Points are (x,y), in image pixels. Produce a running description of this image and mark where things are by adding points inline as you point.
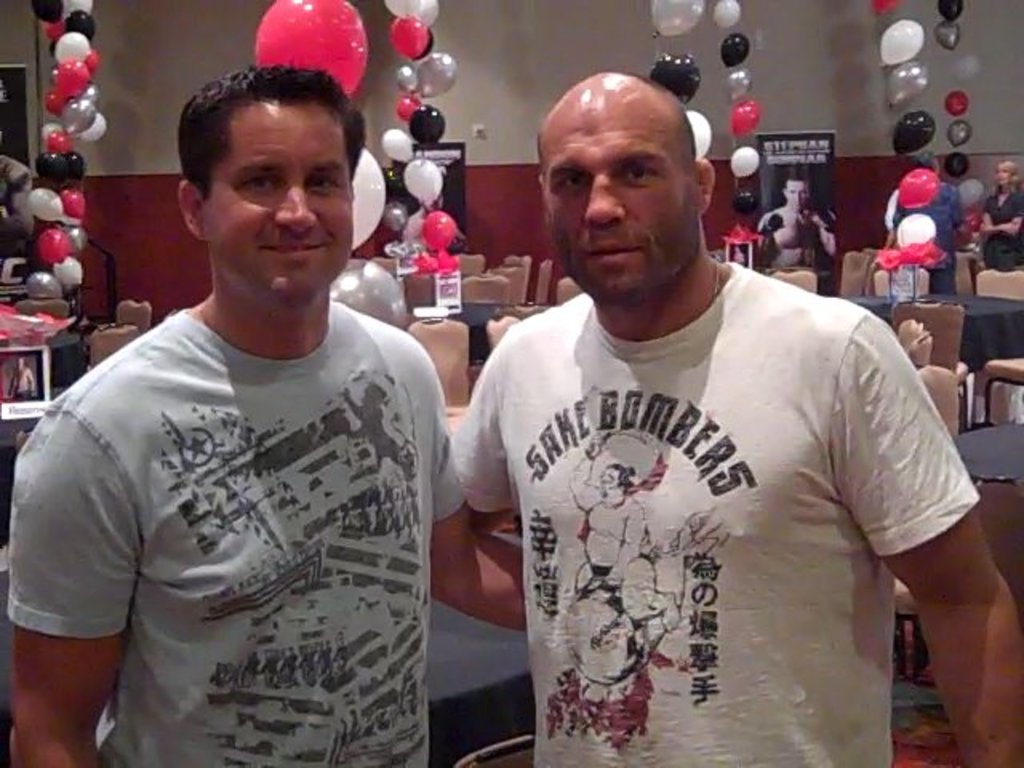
In this image there are two people (291,300) standing with a smile on their face (612,256), behind them there are empty tables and chairs (846,281) decorated with balloons (419,180), in the corner of the image there are two people (945,195) standing, in the background of the image (460,202) there are banners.
